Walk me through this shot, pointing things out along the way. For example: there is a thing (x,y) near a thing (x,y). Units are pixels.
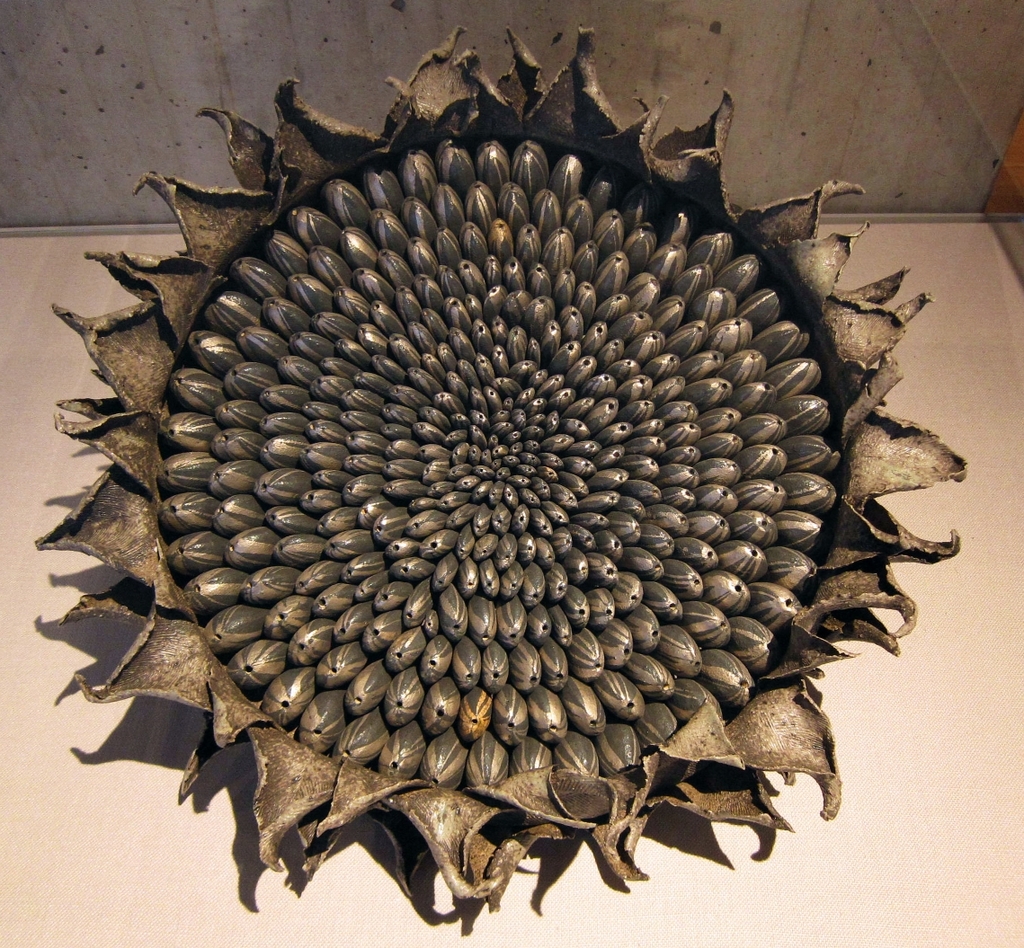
In the picture I can see a dry sunflower (488,484) is placed on the surface (100,796). In the background (941,221), I can see the wall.
